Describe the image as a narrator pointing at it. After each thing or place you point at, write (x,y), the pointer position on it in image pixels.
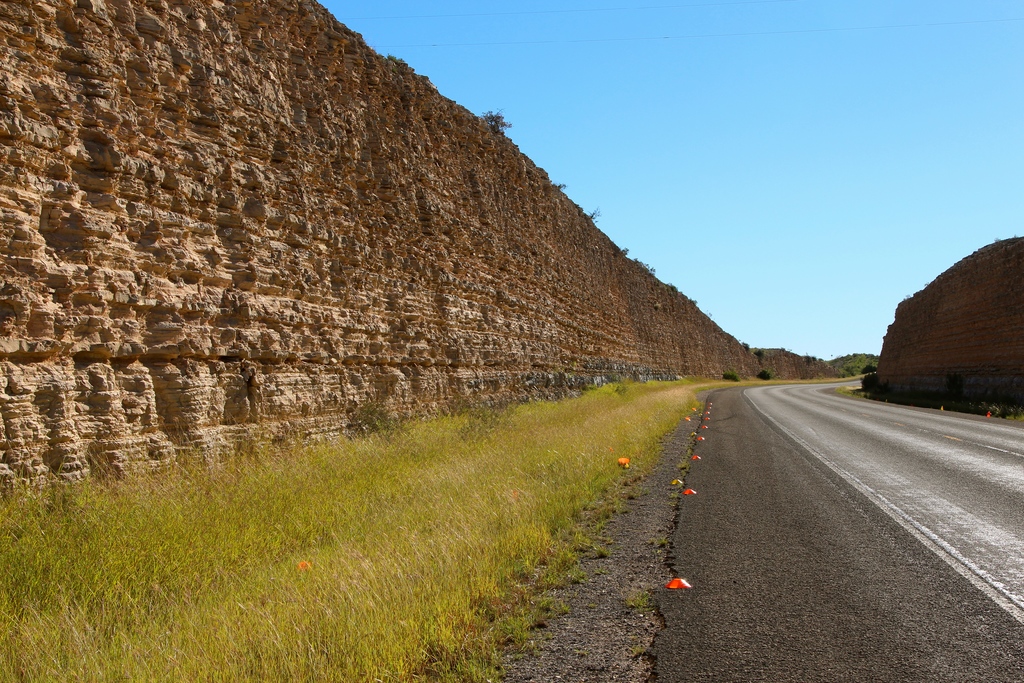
In this image, we can see wall (43,417), few plants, grass (480,499). At the bottom (829,535), there is a road (854,533) with some red color objects (682,584). Background (842,251) there is a sky (743,222).
